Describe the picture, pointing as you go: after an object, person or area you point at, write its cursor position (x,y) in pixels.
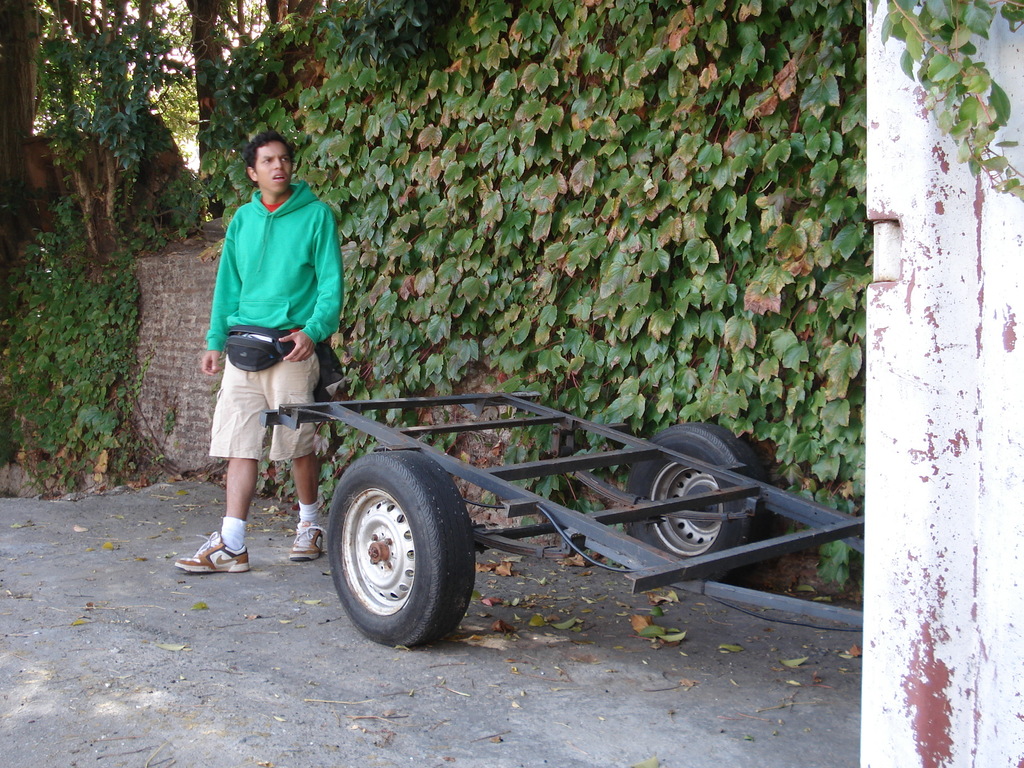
In this picture there is a person (281,272) walking and there is a vehicle (727,587). At the back (494,278) there is a creeper (513,279) on the wall (153,392) and there are trees (215,136). At the bottom (503,713) there is a road (401,715) and there are dried leaves (781,663). On the right side of the image (958,672) it looks is a pole (1001,227).
